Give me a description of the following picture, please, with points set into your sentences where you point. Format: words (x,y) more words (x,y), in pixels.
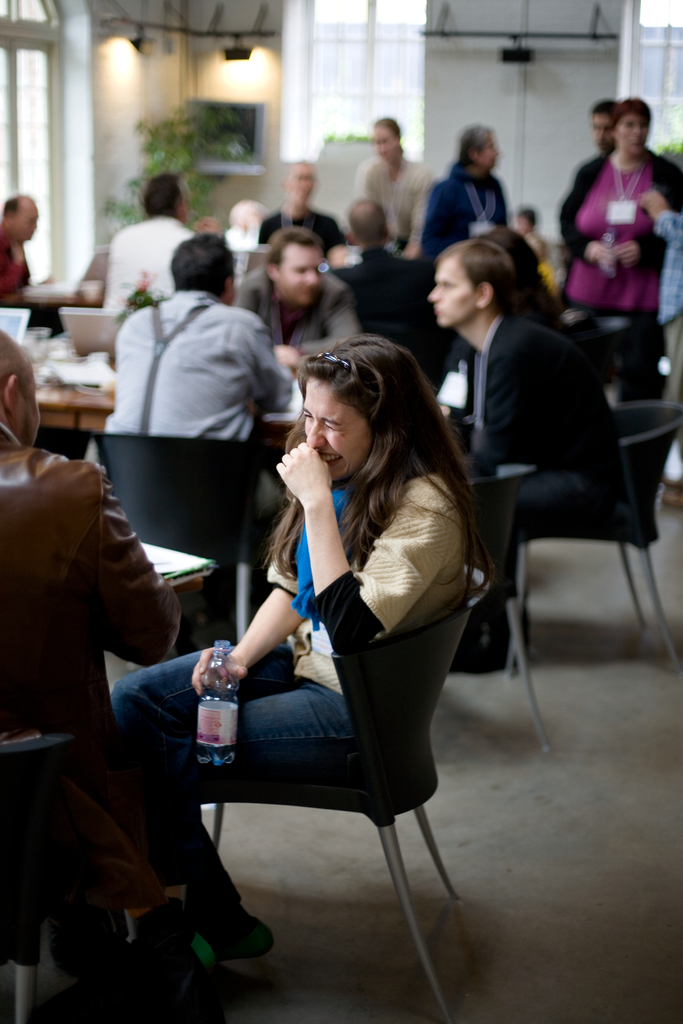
This picture is clicked inside a restaurant (562,830). There are people (591,463) sitting on chairs (638,485) and tables (195,573). Behind them there are few people (480,201) standing. The woman (397,567) at the center (384,570) is holding a water bottle (231,708) in her hand (242,661) and smiling. In the background (466,109) there is wall (441,87), windows (40,122) lights (140,50) and plants (183,134).
